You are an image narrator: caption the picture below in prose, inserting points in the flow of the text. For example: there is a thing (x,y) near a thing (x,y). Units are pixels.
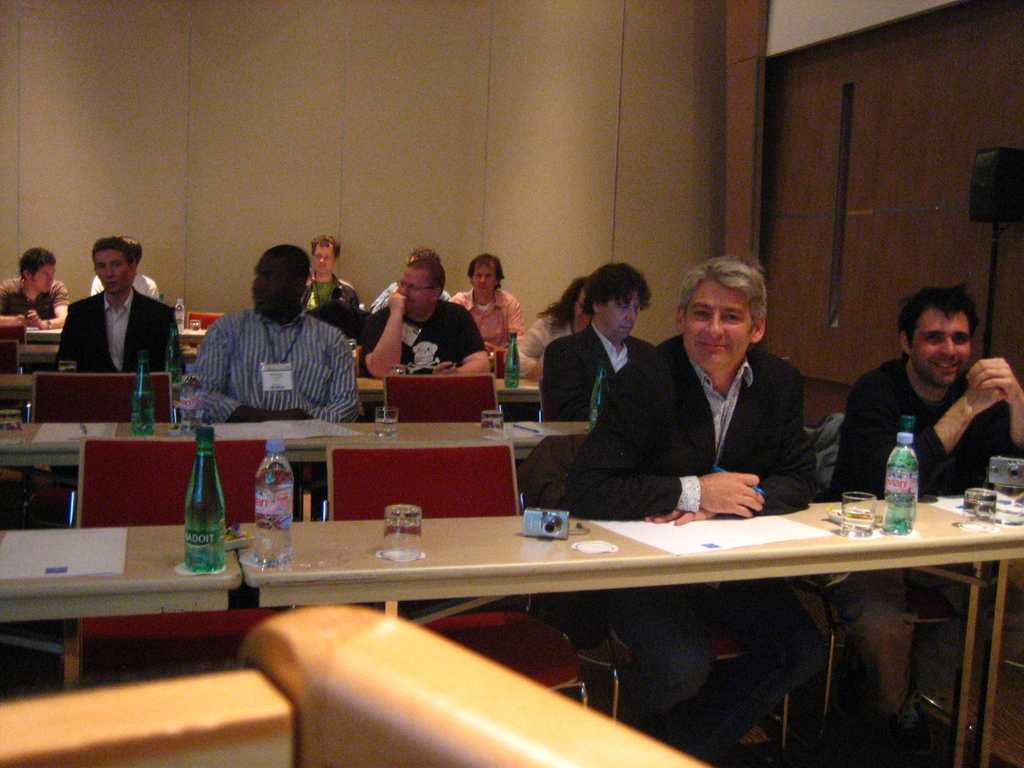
Here we can see a group of a people (325,345) sitting on chair (95,395) with tables (449,523) in front of them having bottles of water (272,523) and glasses (403,541) and some papers (729,540) present on them and in the front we can see a camera (534,510) present and the couple of guys (720,409) are laughing.
